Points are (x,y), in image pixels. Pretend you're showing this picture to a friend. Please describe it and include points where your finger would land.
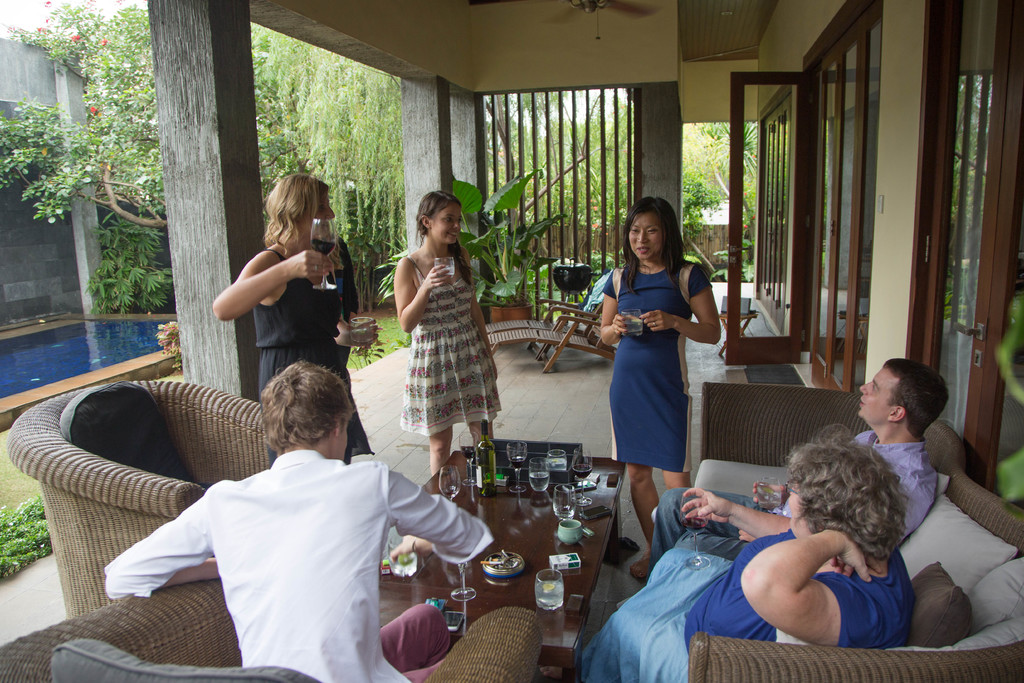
In this image I can see the group of people (672,299) are in-front of the table (525,521). On the table (546,527) there is a cup (571,528) and the glasses (577,463). In the background (88,73) there are trees (93,108) and the swimming pool (81,352).
